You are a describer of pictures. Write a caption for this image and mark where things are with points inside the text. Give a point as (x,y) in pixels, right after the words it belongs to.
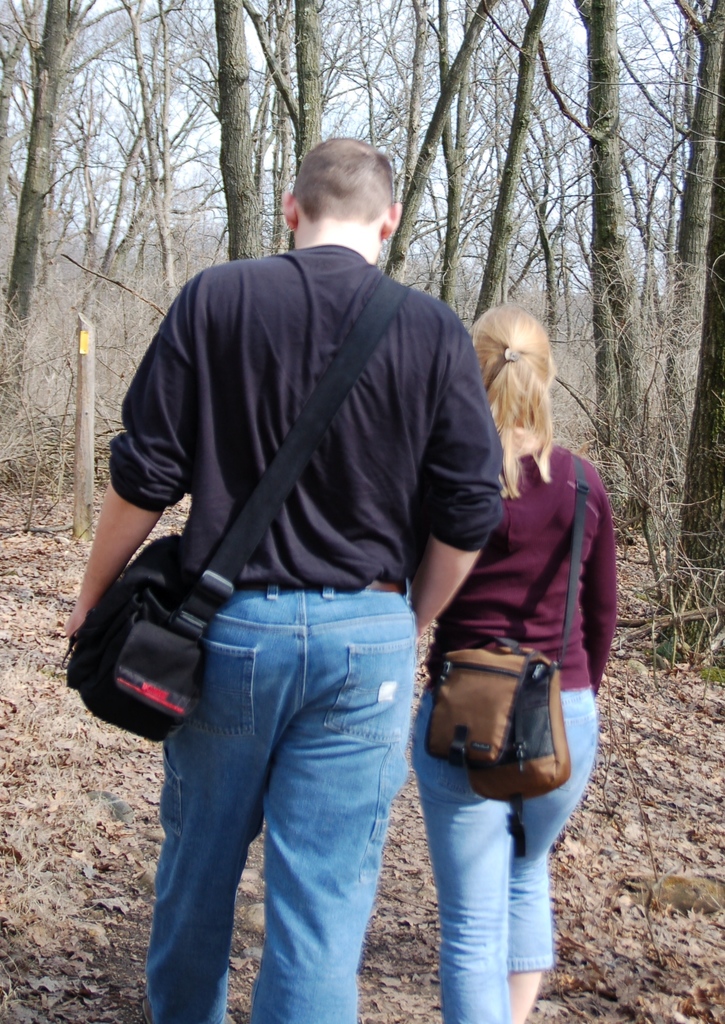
The image is taken in the forest (165,147). In the center of the image (280,413) there are two people (438,553) walking. They are wearing bags (469,768). In the background (155,147) there are trees (688,240).
